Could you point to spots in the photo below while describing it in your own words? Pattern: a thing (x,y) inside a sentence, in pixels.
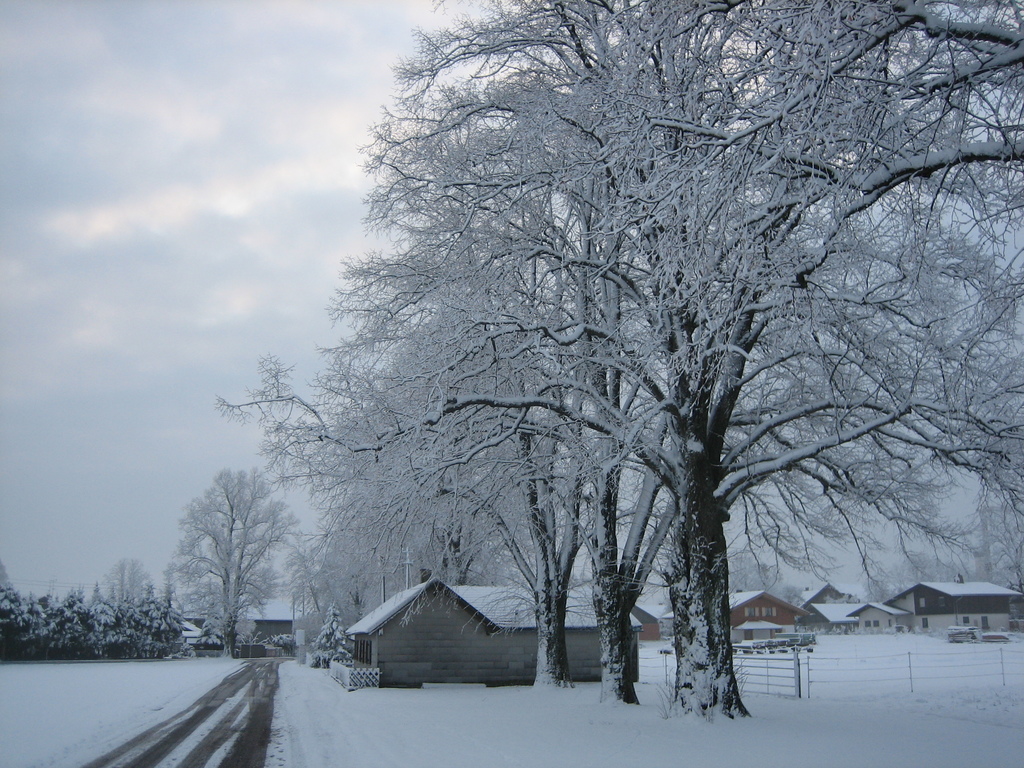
In this picture we can see few trees (321,543), houses (748,636), metal rods (792,683) and snow (484,711).
